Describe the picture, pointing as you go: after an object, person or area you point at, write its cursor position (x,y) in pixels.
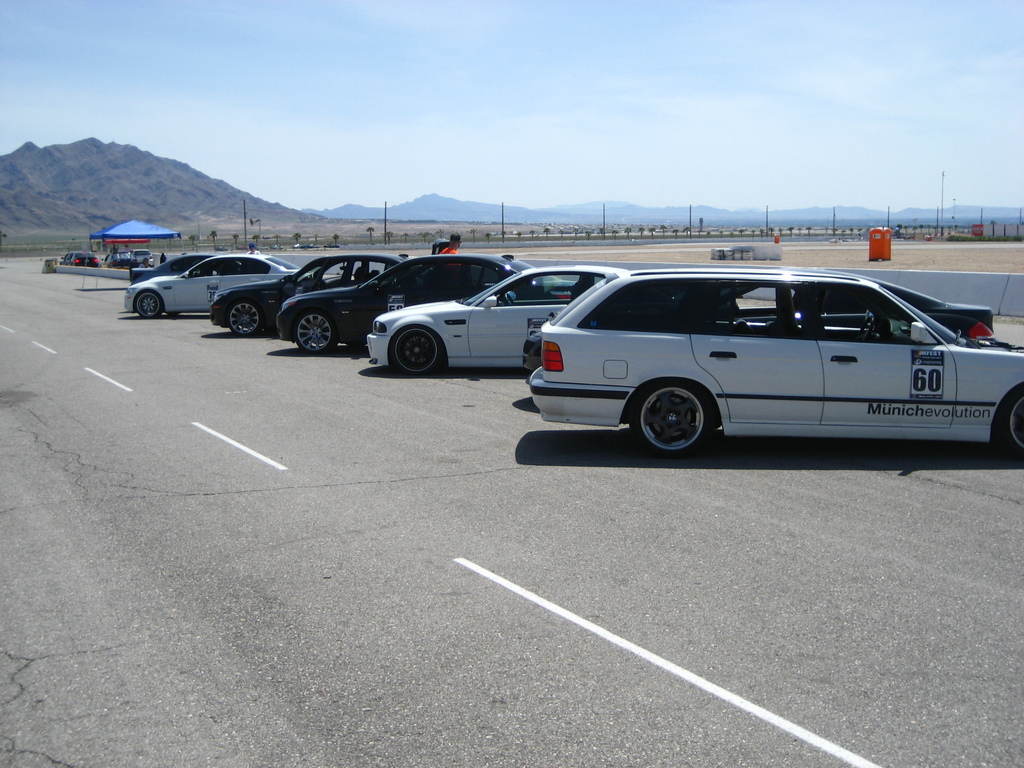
In the picture we can see a road (539,429) and beside the road (903,598) we can see some cars (957,429) are parked and far away from it, we can see a tent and near it also we can see some cars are parked and in the background (379,193), we can see another road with some poles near it and behind it we can see hills (51,173) and the sky (561,158) with clouds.
